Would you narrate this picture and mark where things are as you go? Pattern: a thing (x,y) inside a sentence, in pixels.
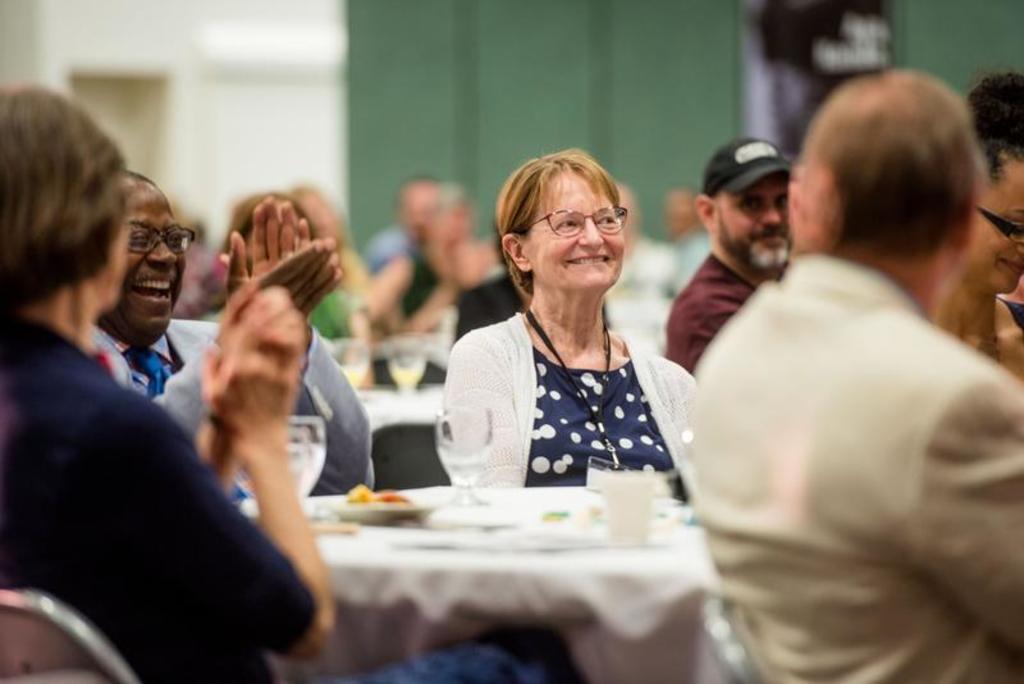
In this image there are group of persons (406,308) sitting around and applauding someone.
